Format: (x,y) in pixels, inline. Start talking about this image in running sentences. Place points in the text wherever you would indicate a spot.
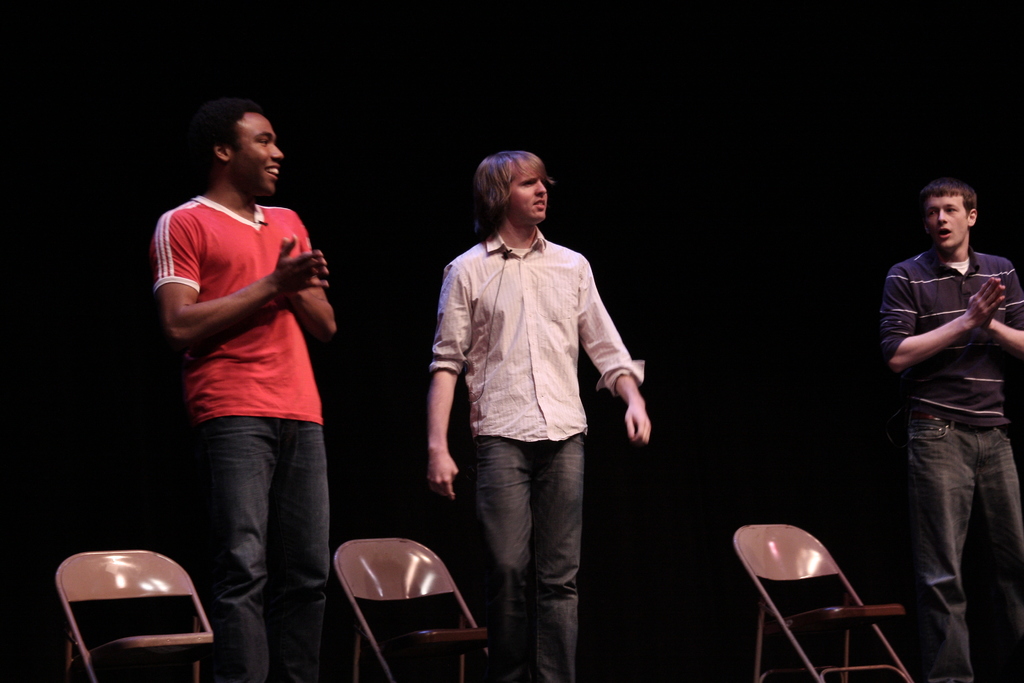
In this image, we can see three persons (537,544) are standing. At the bottom of the image (872,668), we can see chairs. In the background (737,466), we can see the dark view (312,180).
